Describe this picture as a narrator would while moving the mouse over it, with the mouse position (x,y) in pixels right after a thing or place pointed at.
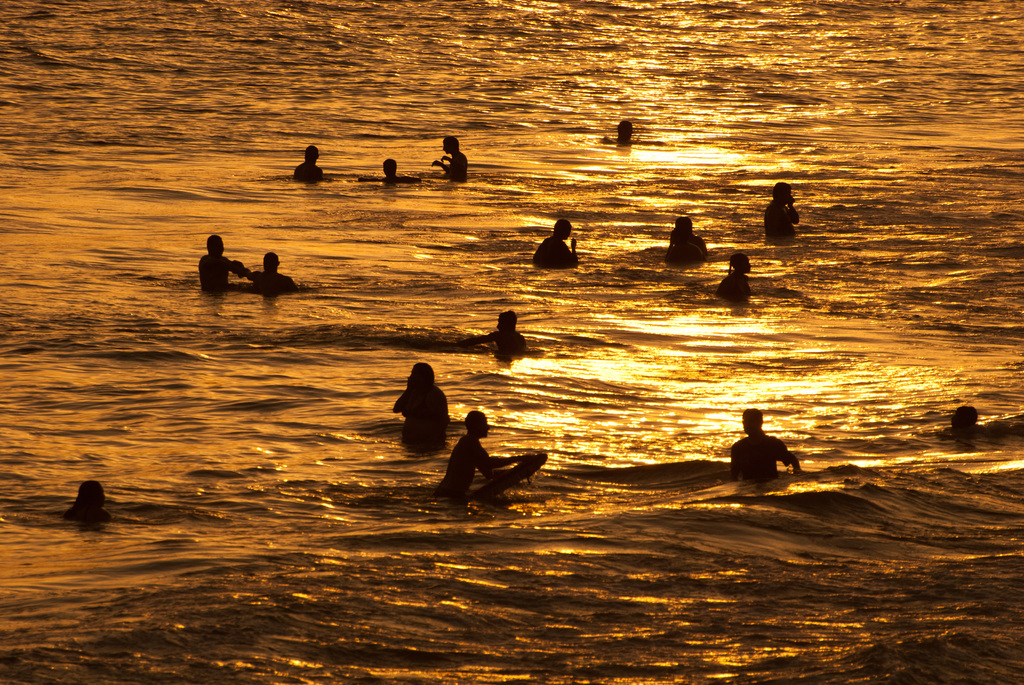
In the image we can see there are people (561,233) swimming in the water (444,604).
